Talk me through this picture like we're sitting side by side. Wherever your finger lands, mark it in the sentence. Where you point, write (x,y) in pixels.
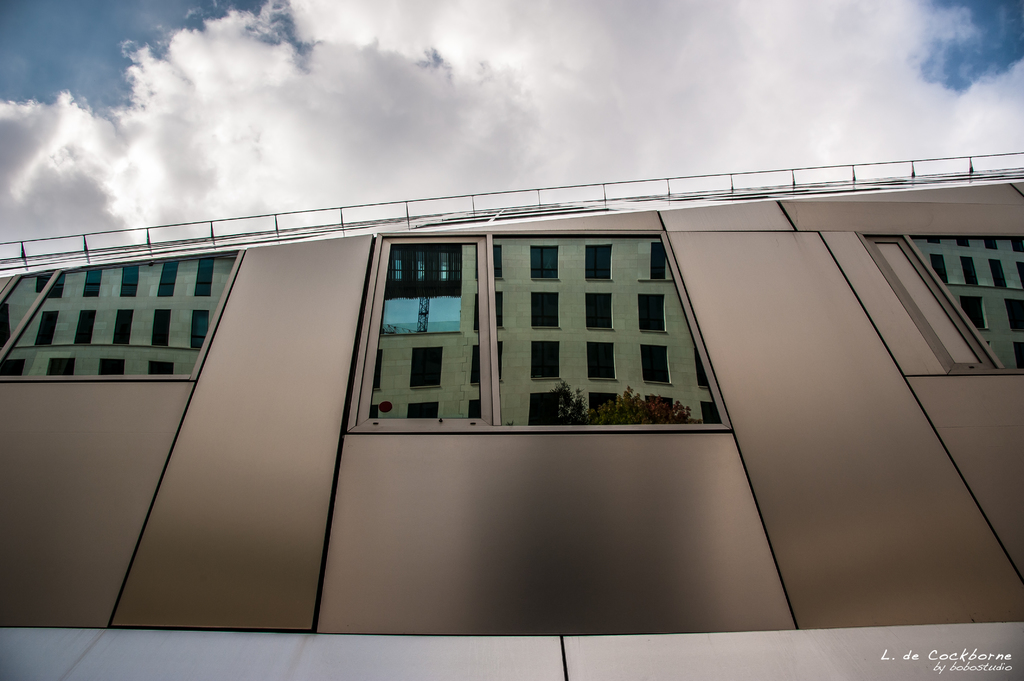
In this image we can see a reflection (132,325) of a buildings (115,297) with windows (534,371) in the mirror (425,393). We can also see the trees (599,424). Sky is also visible with the clouds (437,147).
